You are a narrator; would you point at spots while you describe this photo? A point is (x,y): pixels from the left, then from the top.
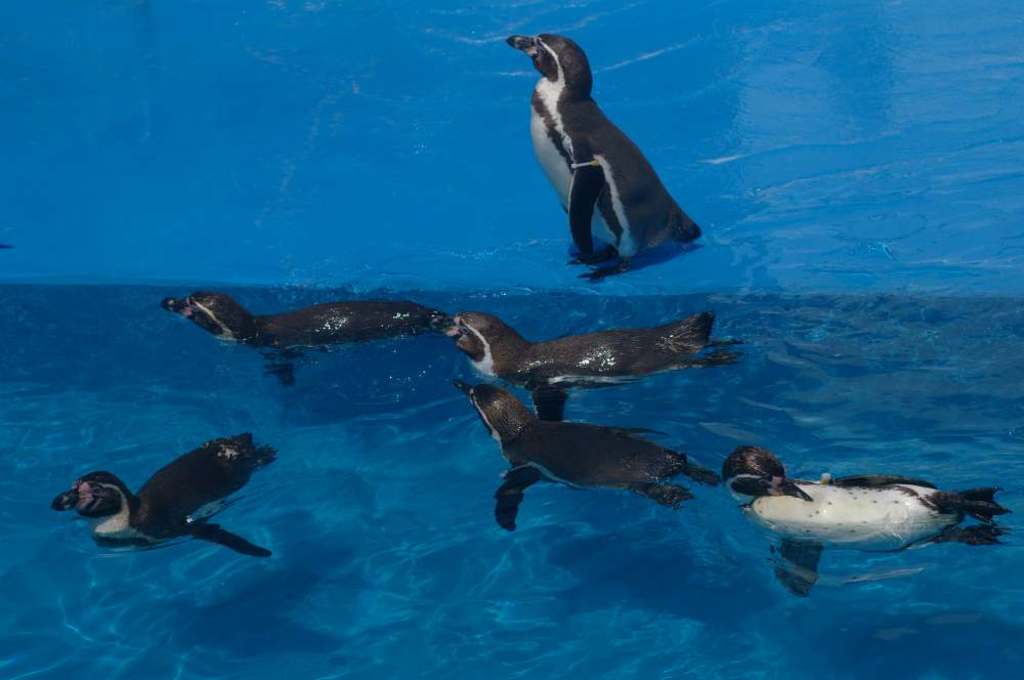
In this image we can see six penguin (985,491) in the water (578,301).
